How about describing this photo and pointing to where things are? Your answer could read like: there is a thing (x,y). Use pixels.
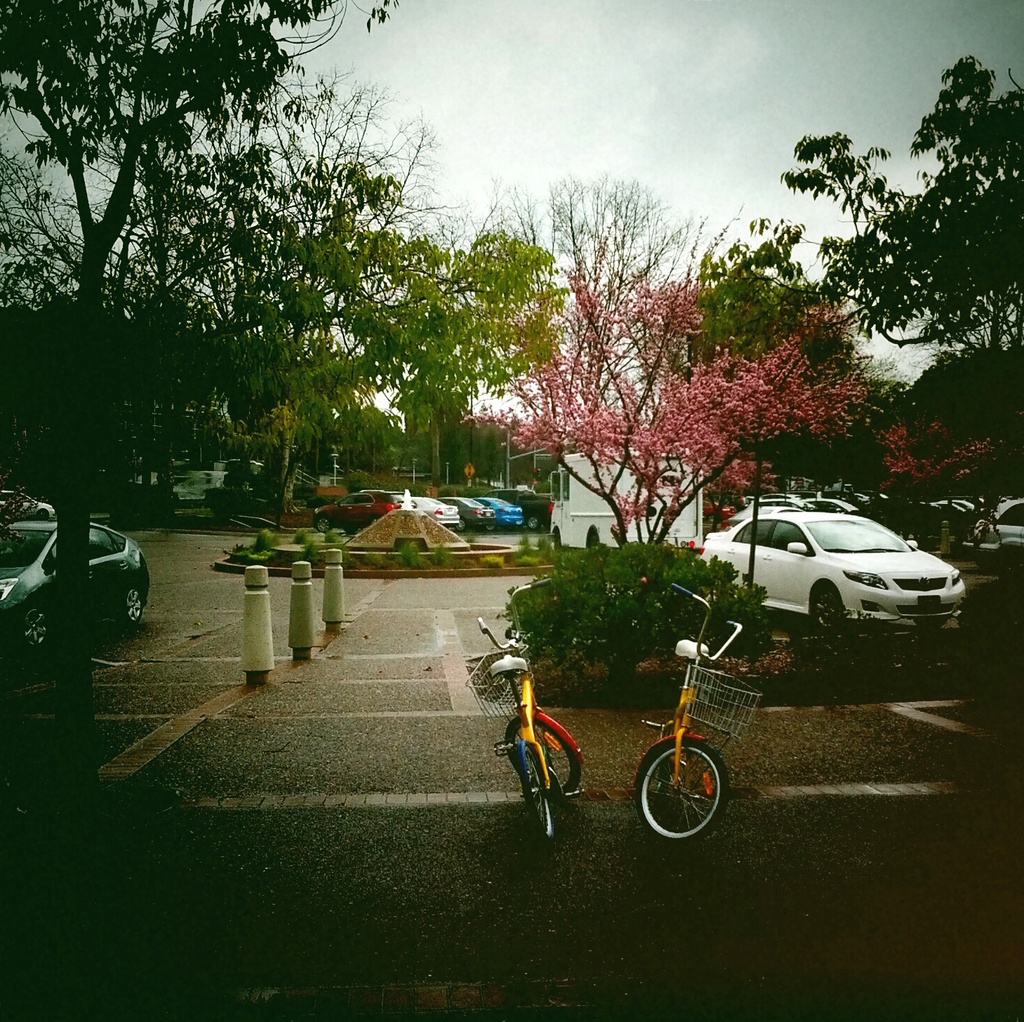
In this image there are few vehicles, trees (979,395), plants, a small fountain (456,554), bicycles (544,820), few poles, stone pillars (261,635) and the sky (476,200).
